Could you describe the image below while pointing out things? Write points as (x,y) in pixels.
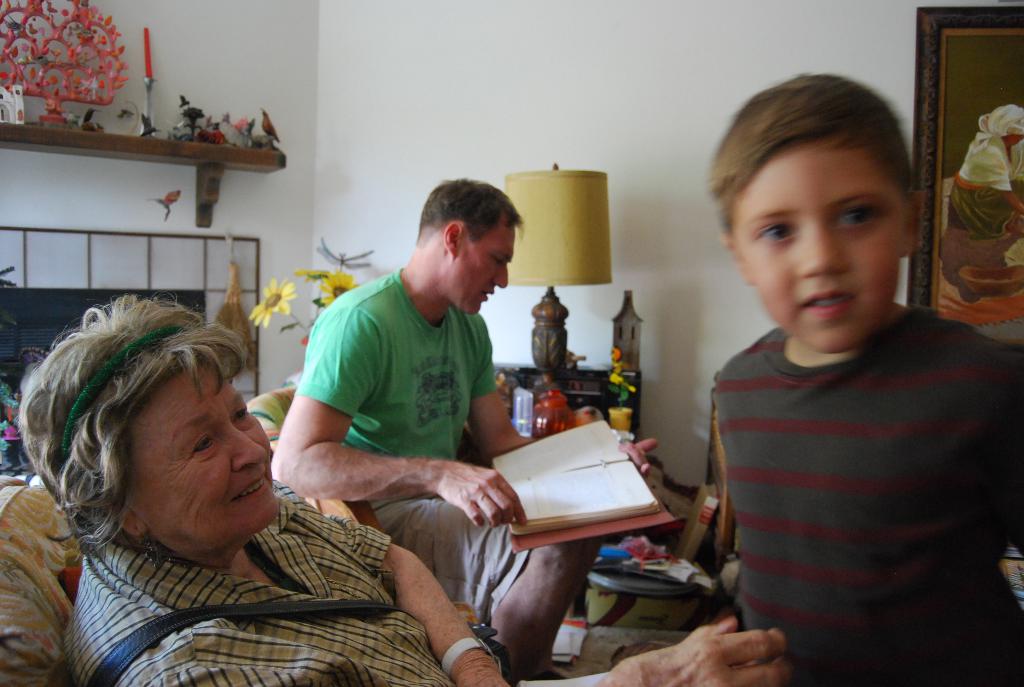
In this image there are people (449,411), lantern lamp (537,181), rack (23,130), picture (973,66), books (581,464), flowers (338,284) and objects (28,306). Among them one person (400,429) is holding a book (542,513). On the rack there is a candle (150,80) and decorative objects (202,131). Picture (976,277) is on the wall (856,63).
